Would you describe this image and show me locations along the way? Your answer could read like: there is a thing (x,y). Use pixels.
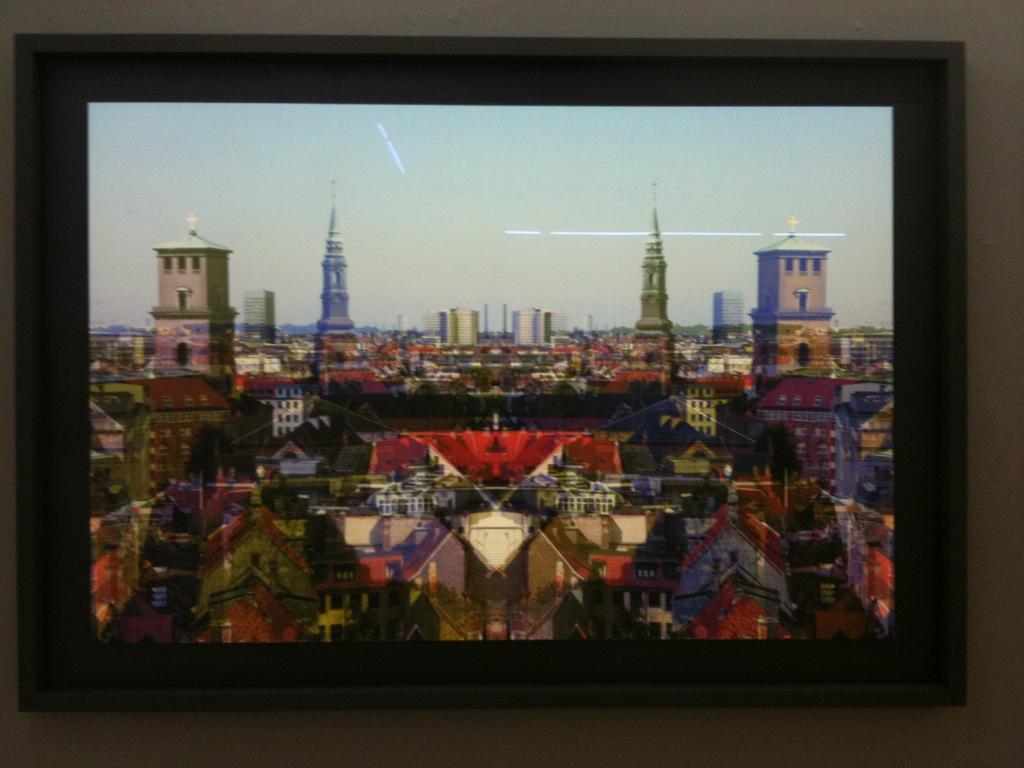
In the image we can see the photo frame (35,581), in the photo frame (452,702) we can see the buildings (517,455) and the sky (477,231).
